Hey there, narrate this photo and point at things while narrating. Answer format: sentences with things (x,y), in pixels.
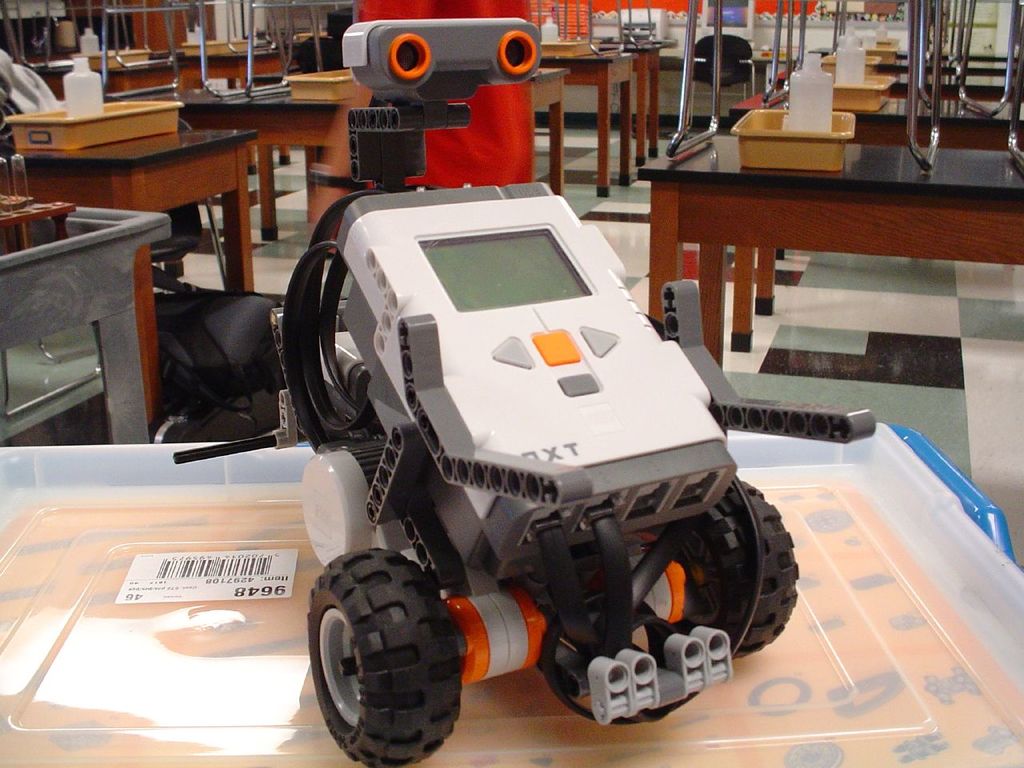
These all are tables (906,189), on the table (858,188) this is tray (813,133) and the bottle (809,90), this is a toy vehicle (556,451).
